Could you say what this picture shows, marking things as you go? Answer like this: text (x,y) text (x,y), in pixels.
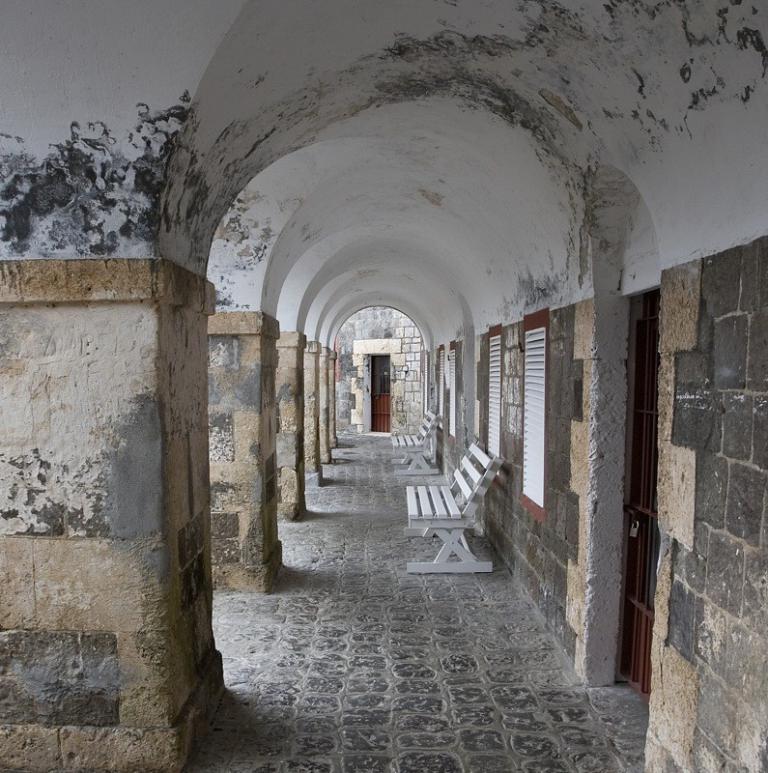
In this image I can see a inner part of the building (548,154). I can see a gate (636,567), lock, windows (540,337), pillars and benches (473,511).
